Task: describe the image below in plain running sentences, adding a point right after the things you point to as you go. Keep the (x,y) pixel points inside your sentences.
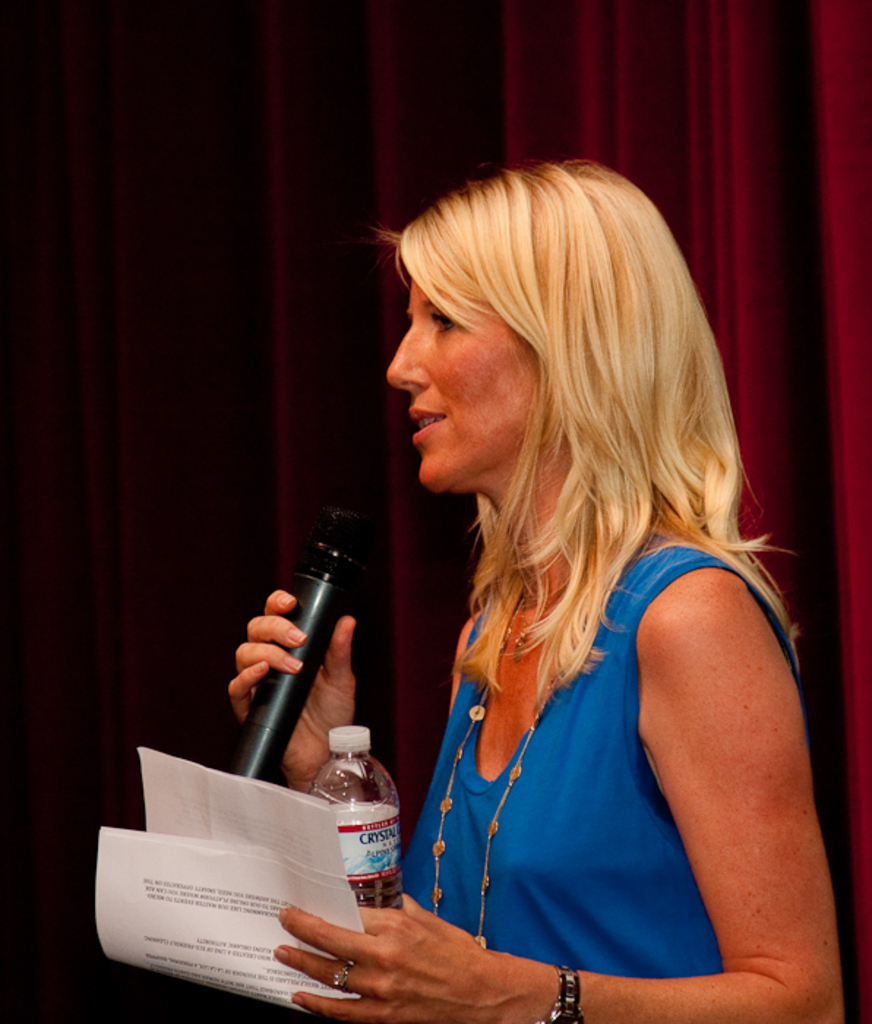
In the image we see there is a woman (542,873) who is standing and in her hand (405,940) there is mike (301,679), water bottle (360,854) and papers (236,896) and behind her there is red colour curtain (349,206).
